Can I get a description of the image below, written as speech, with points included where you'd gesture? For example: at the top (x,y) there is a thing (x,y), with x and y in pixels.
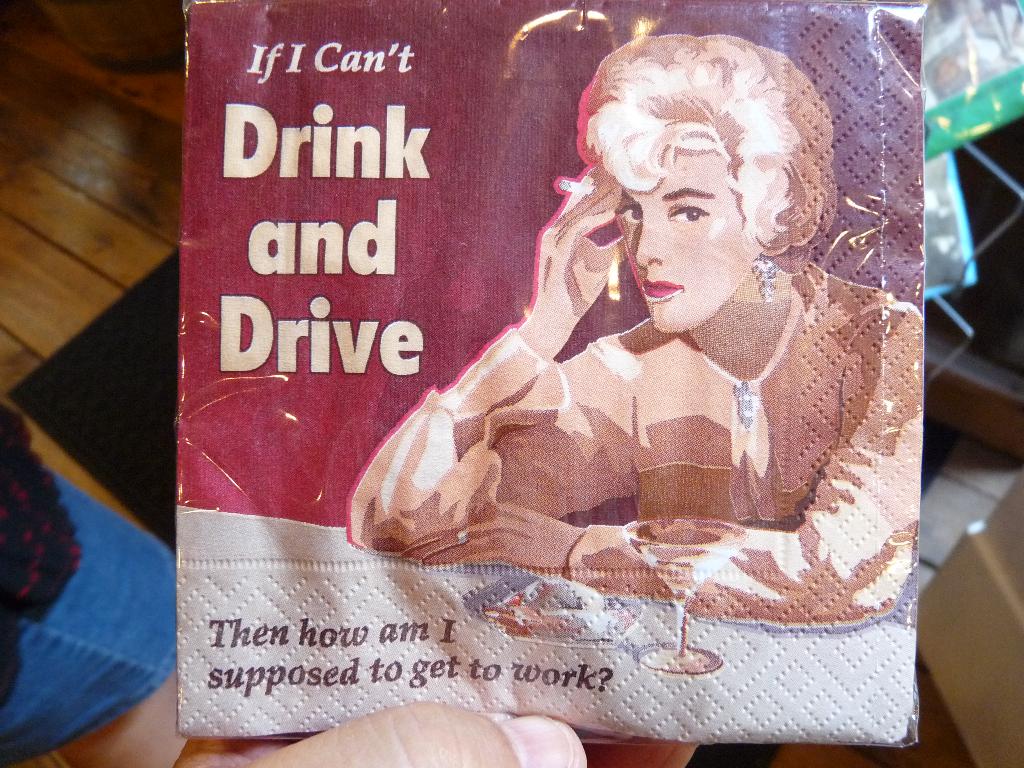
This looks like a cover (382,602) with the print (584,500) on it. At the bottom of the image (327,733), I can see a person's finger (452,761). This looks like a wooden floor (96,237). I can see few objects (968,105) in the background (959,338).
